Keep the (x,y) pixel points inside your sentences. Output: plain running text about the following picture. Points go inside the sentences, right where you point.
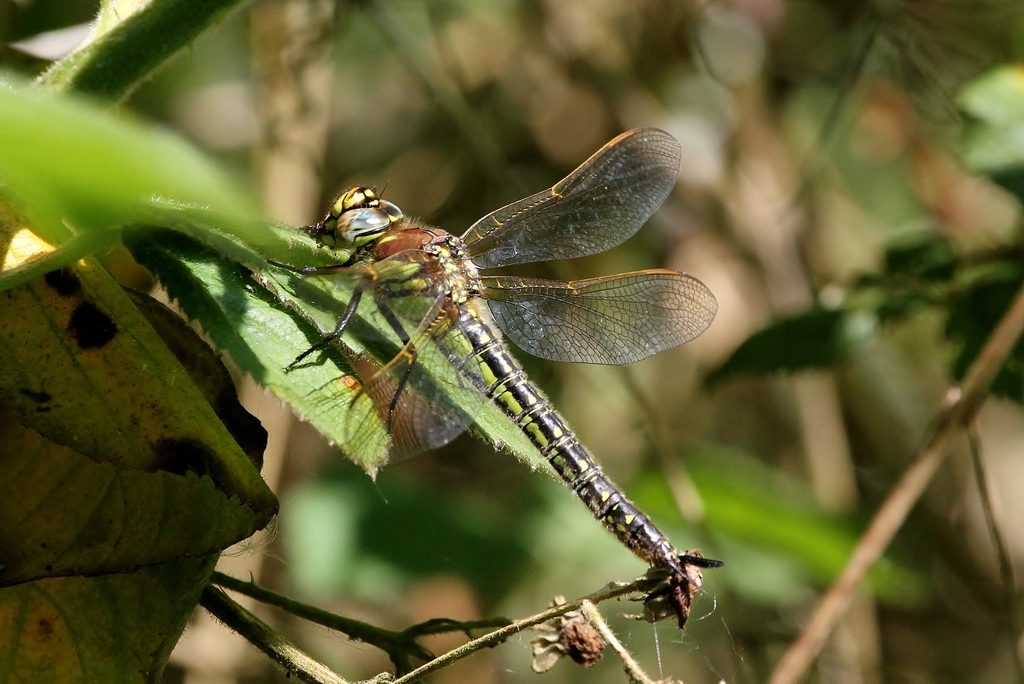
In this image I can see an insect (410,245) on the leaf (285,356) and I can see the blurred background (726,502).
